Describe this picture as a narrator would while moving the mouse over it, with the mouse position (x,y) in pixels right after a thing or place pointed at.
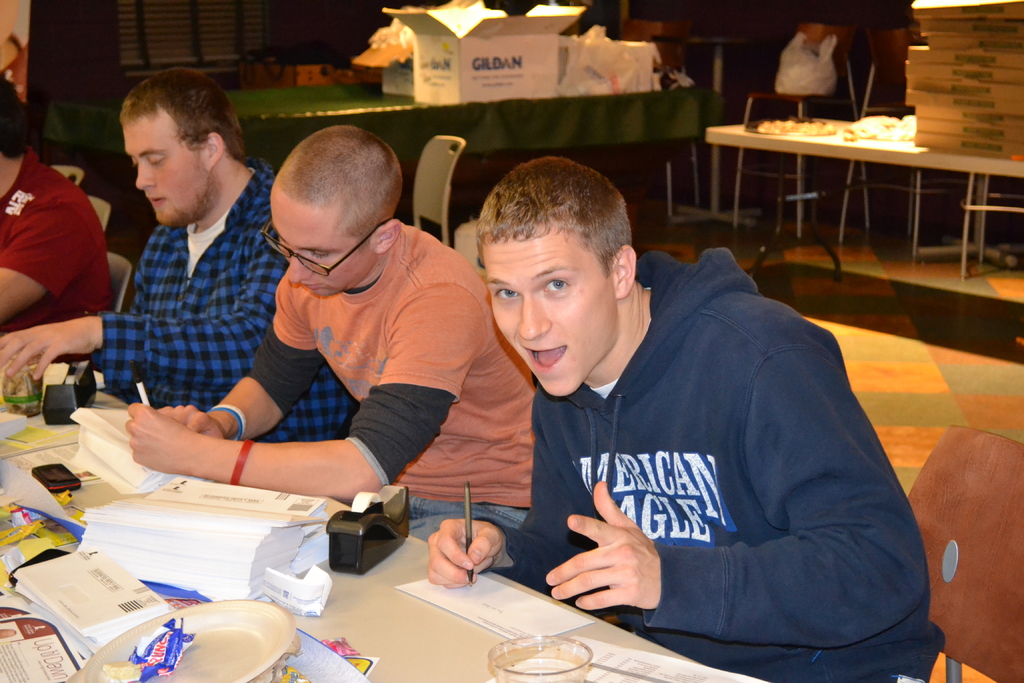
This is an image clicked inside the room (787,168). In this I can see four men (496,392) are sitting on the chairs (957,599) in front of the table (456,646). On the table (380,641) I can see few books (245,572), bowls (530,653) and mobile (55,489). These persons (466,557) are writing something on the paper (504,618) with a pen (469,542). In the background (630,123) there are few tables (684,111). On the tables (841,130) I can see some boxes (953,78).
